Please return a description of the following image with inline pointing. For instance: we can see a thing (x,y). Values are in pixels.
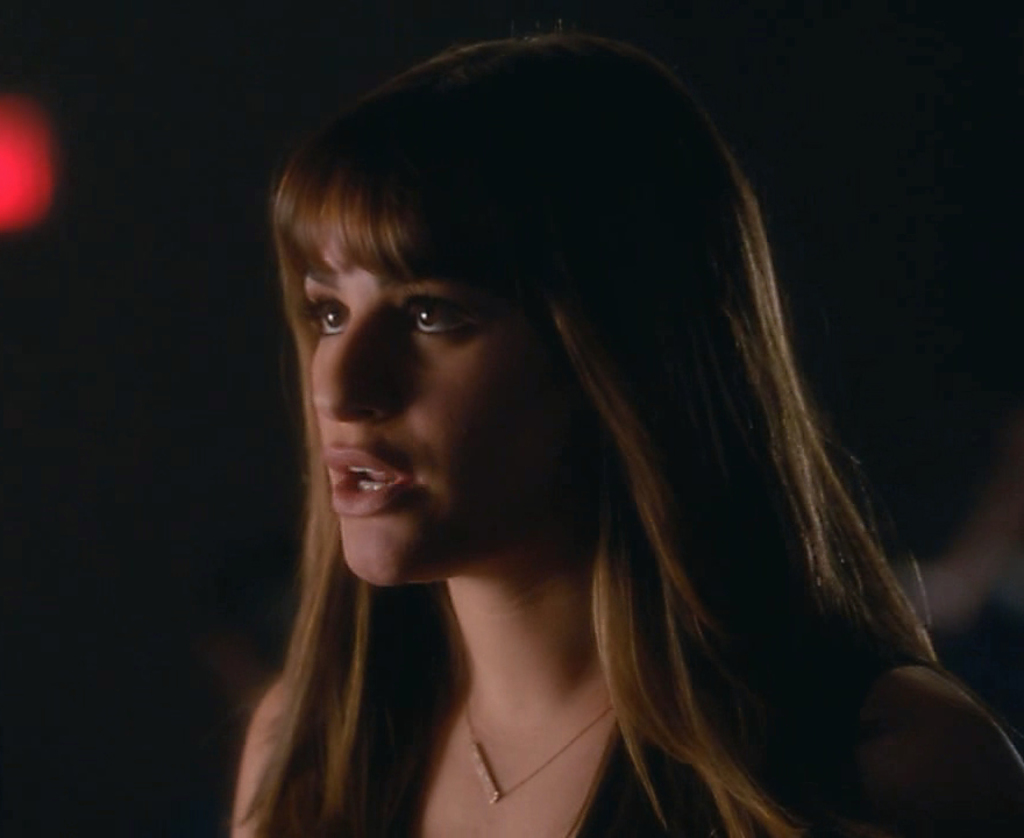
In this image, I can see the woman (723,769). She wore a necklace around her neck (467,704). I think this is the light (23,189), which is red in color. The background (176,393) looks dark.
